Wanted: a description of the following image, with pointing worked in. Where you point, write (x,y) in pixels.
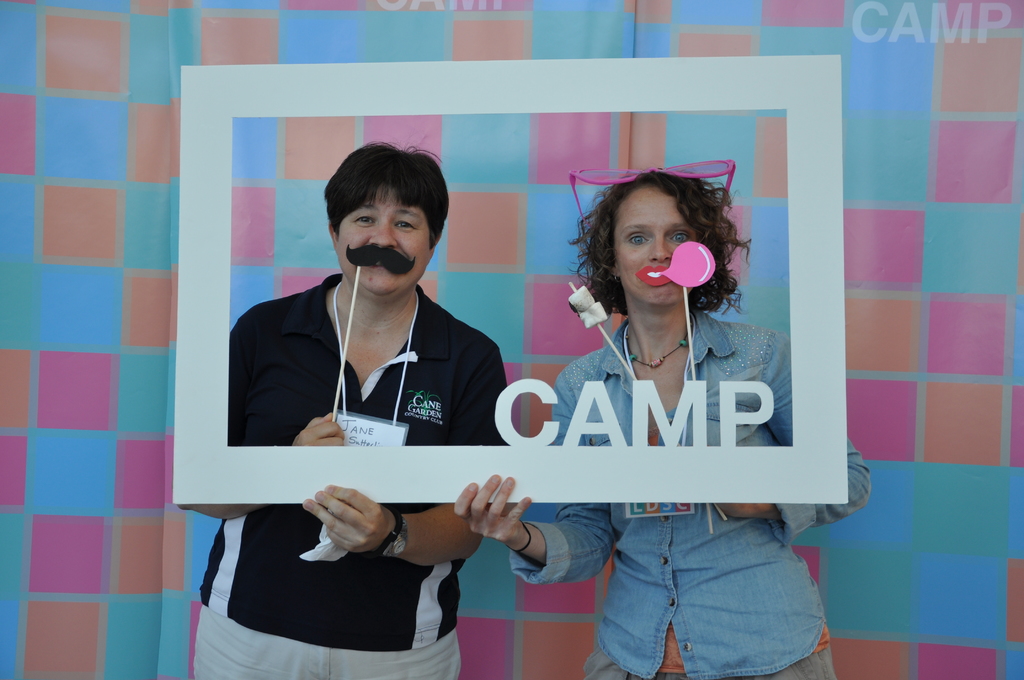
In this image, we can see two persons (624,523) are holding frame (635,473) and watching. Here a person (381,338) holding a stick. Background (139,443) we can see banner (122,434). On the banner (931,92), we can see the text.
